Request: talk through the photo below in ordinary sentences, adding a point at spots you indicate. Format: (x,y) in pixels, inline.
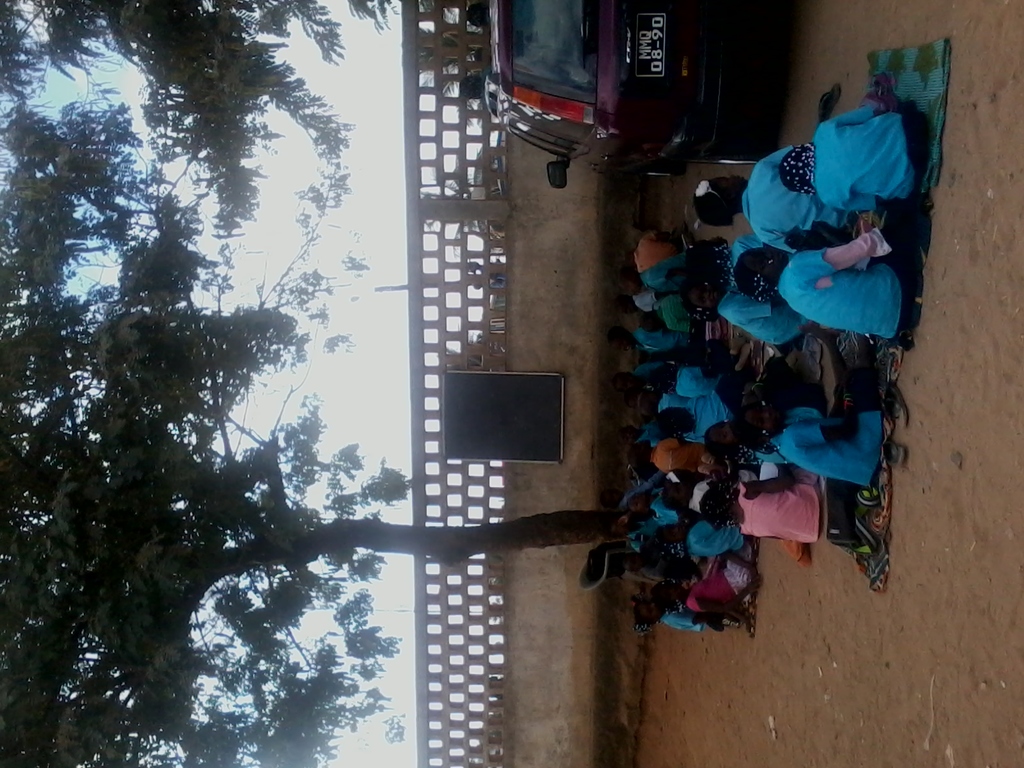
Under those trees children (748,530) are sitting. Blackboard (497,393) is on compound wall (510,360). Here we can see a vehicle (591,48) with number plate (653,55).
